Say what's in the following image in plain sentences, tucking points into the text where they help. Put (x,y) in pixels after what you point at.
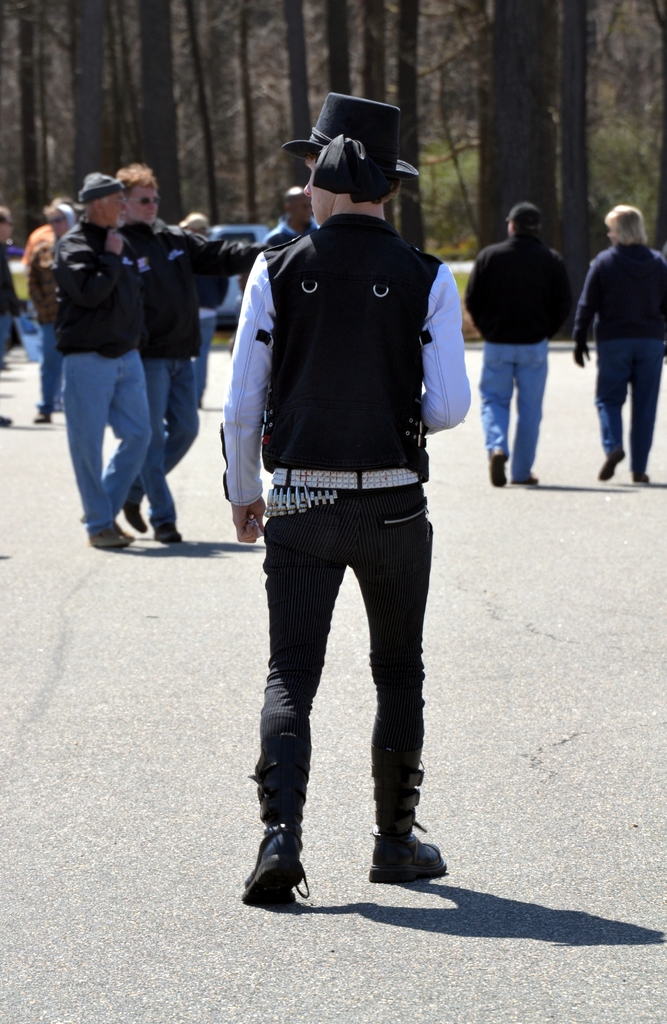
In front of the picture, we see a man (311,144) in the white shirt (259,266) who is wearing a black jacket (381,325) and a black hat (344,121) is standing. At the bottom (295,893), we see the road (270,944). In front of him, we see the people (215,286) are standing. On the right side (528,301), we see two people (564,291) are walking on the road (658,509). In the background (231,206), we see a blue vehicle (235,312) and the trees (205,108).
